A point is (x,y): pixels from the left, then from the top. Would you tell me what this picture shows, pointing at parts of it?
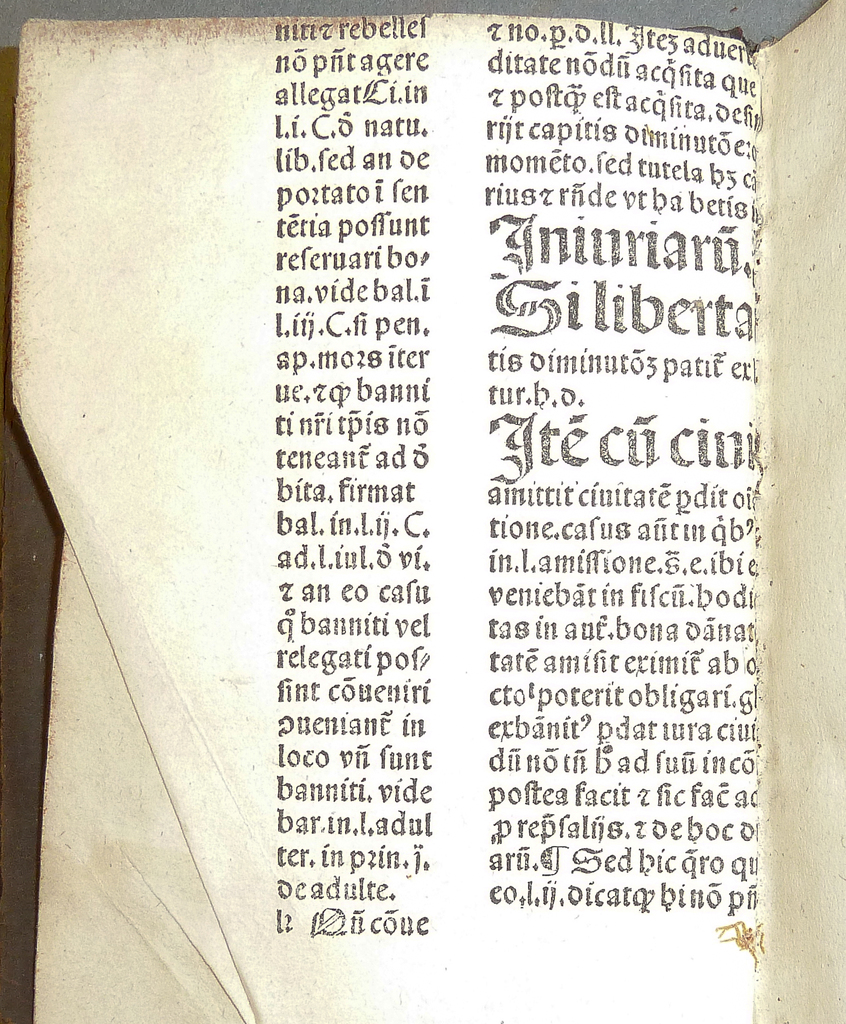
In this picture there is a book (502,435) on the table (752,11). In the book (287,632) we can see the article (360,535). In the bottom right corner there is a thread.
